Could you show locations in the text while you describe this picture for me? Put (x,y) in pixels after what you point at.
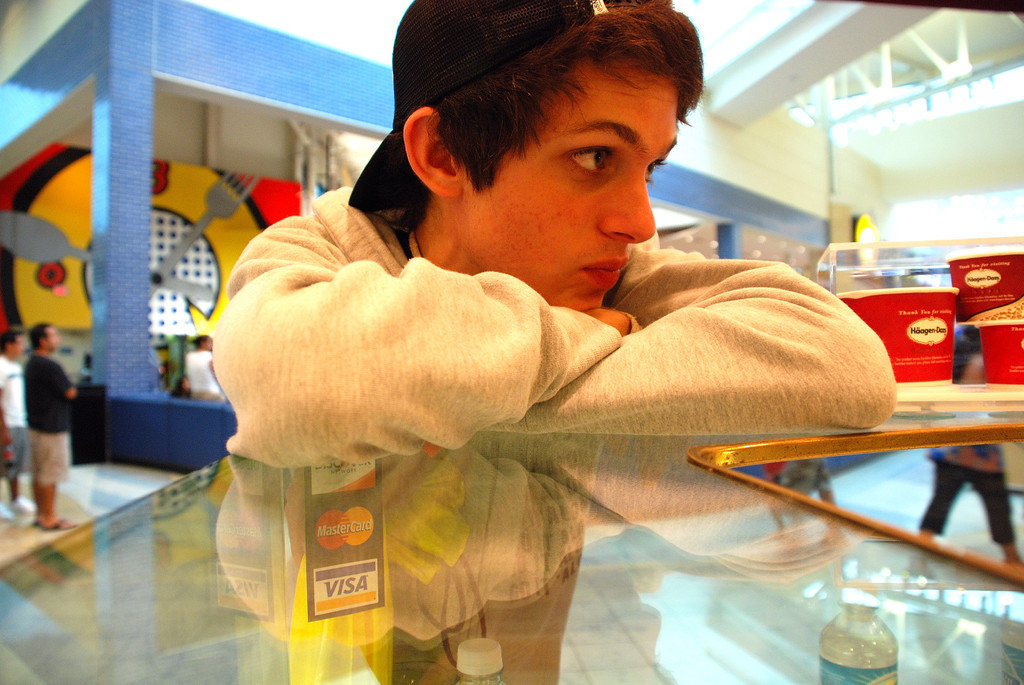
In this image, we can see a person (417,248) in front of the table (506,637). This person (590,358) is wearing clothes (525,345) and cap (487,61). There are two persons (18,392) on the left side of the image (16,408) standing and wearing clothes (63,445). In the background (338,118), we can see a building (756,115).
